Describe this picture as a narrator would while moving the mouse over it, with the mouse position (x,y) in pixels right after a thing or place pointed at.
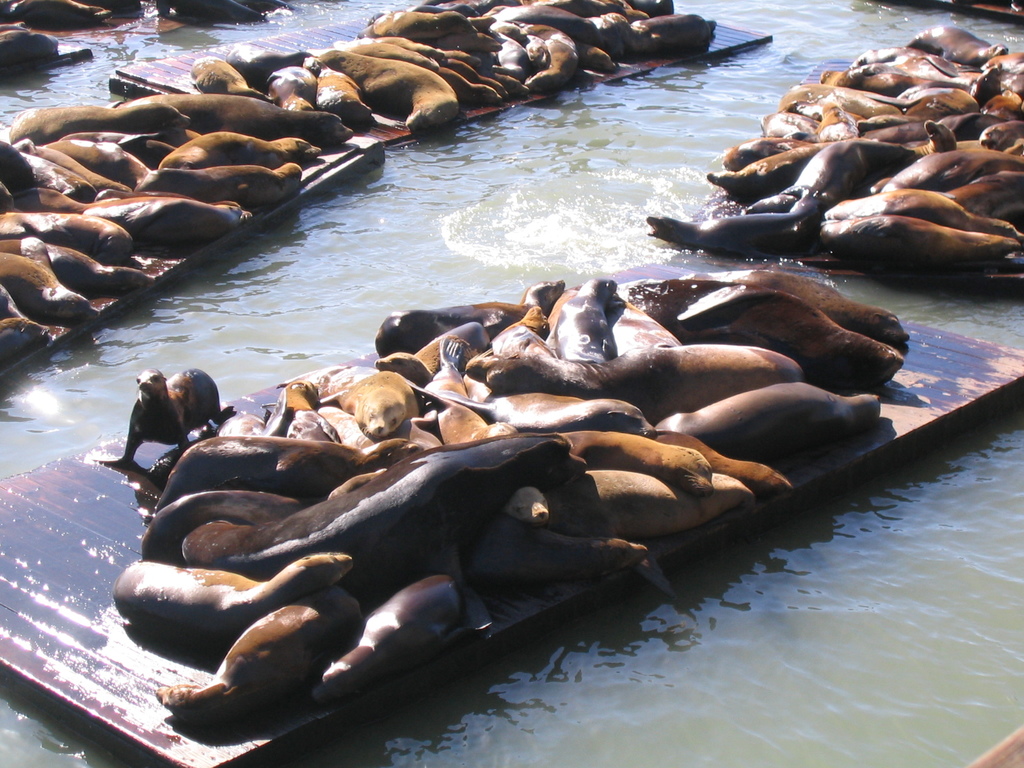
In the image we can see some water (1014,629), on the water (756,21) there are some seals (43,1) on wooden sticks (621,281).
